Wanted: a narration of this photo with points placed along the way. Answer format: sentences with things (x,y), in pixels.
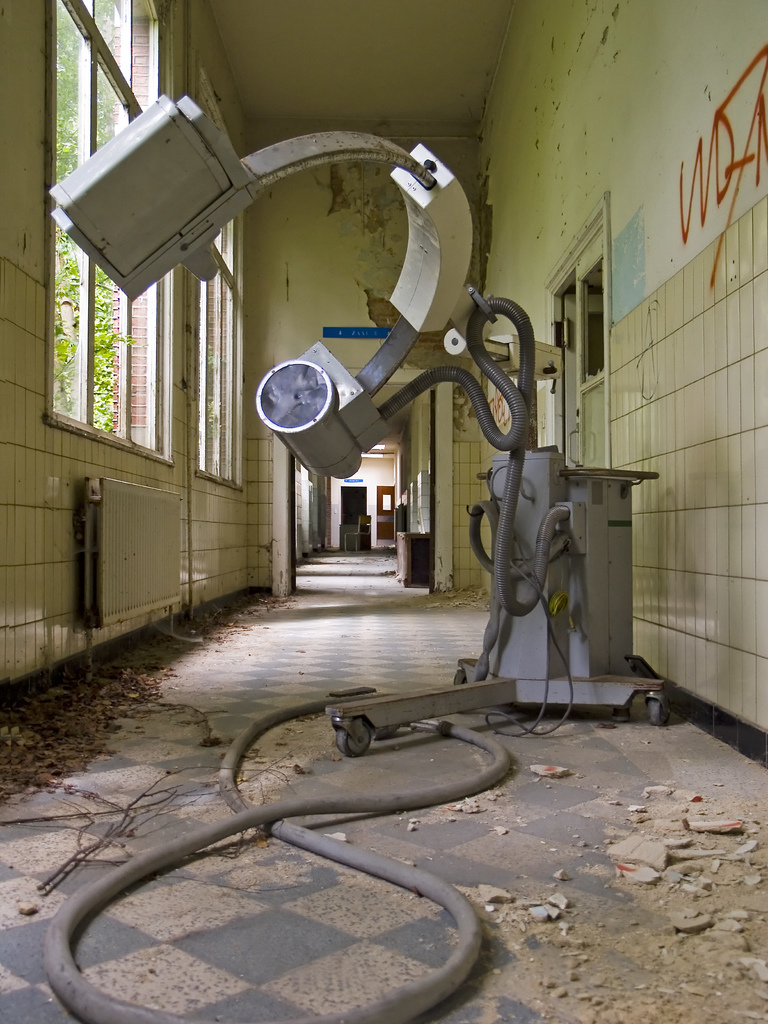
This image consists of an hospital machine (524,662) at the center (335,410), to the right wall (725,319) there is a graffiti (758,177) and to the left (228,371) there are windows (236,472) behind the machine (312,447) there is a door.
